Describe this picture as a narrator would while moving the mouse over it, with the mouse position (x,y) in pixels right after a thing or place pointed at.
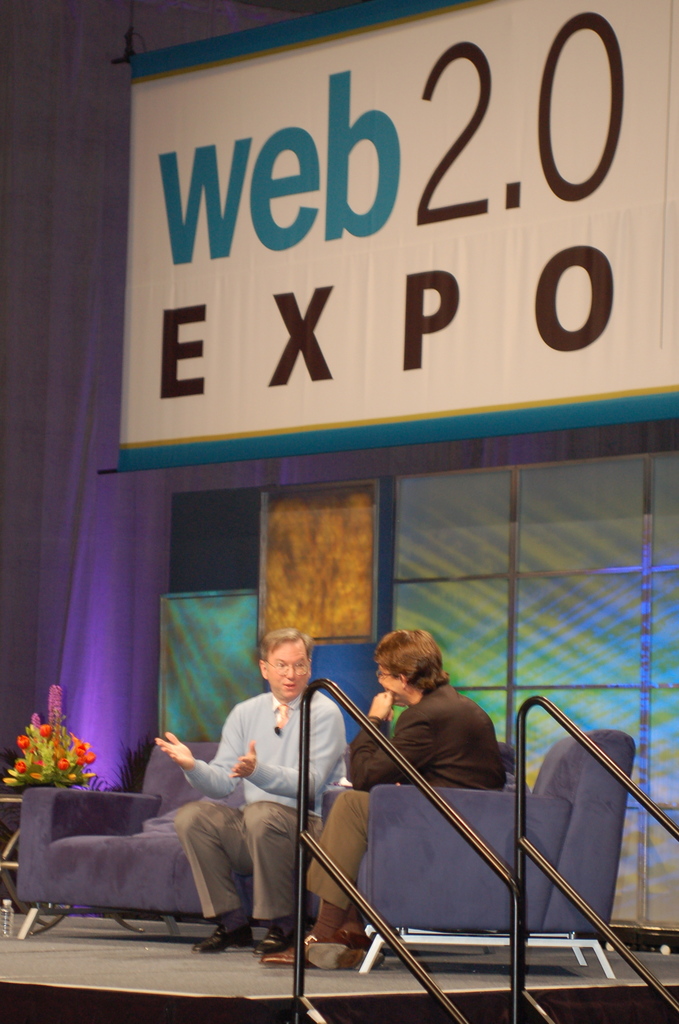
In this image we can see persons (317,735) sitting on the couches (372,825) and a flower vase (50,753) is placed on the side table (15,837) beside them. In the background (238,313) we can see a name board (171,270), curtains (163,511) and walls (279,566).
